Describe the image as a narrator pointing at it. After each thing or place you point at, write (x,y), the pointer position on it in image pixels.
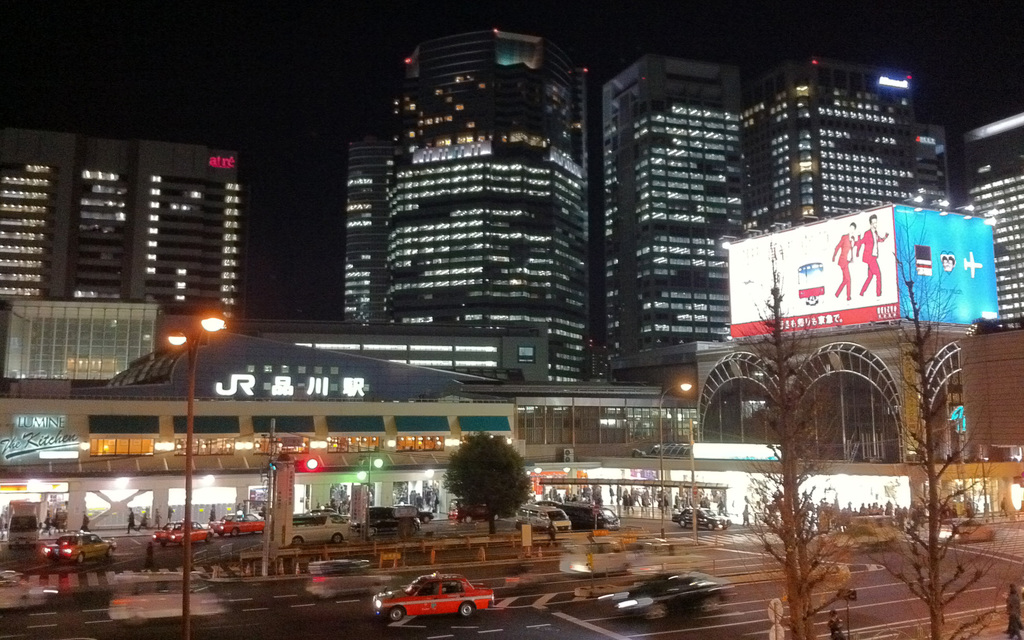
In this image, I can see the buildings (546,212) with the lights (457,300). This is a street light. I can see the vehicles (382,592) on the road (425,630). These are the trees (499,481). This looks like a hoarding (811,317). I think these are the traffic lights (308,459), which are attached to the poles (369,476).
